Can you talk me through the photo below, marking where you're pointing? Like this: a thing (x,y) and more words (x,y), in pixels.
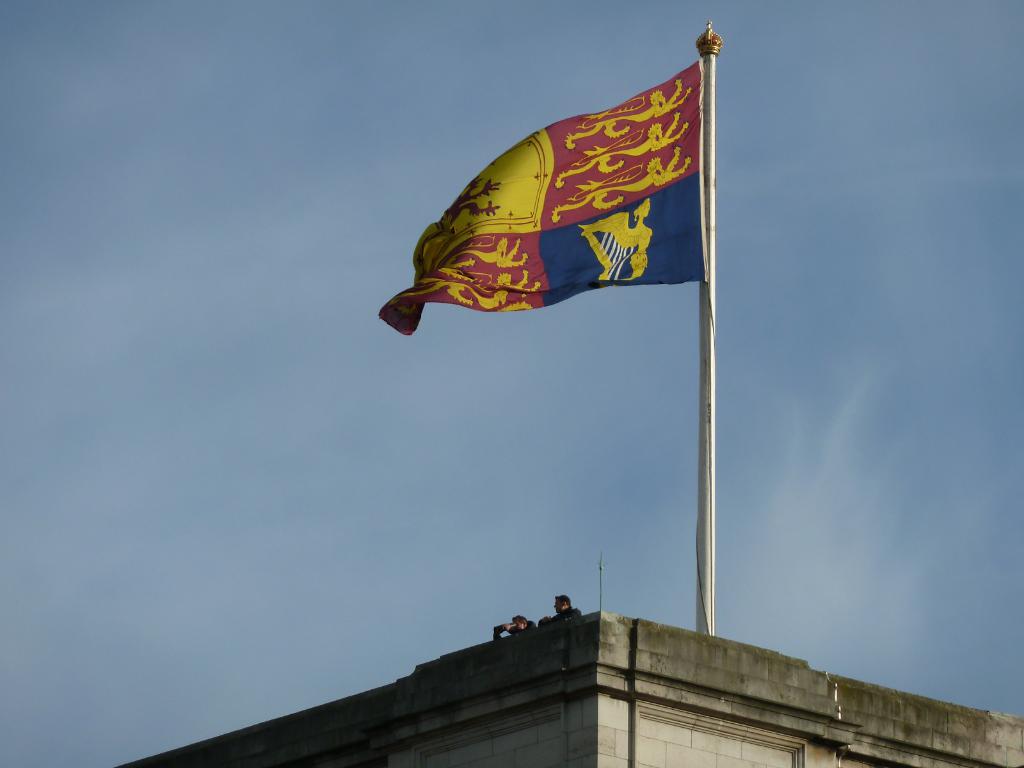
In this image I can see in the middle (630,278) two persons (515,618) are there on this building (583,688) and there is the flag (643,272). At the top (267,228) it is the cloudy sky (267,271).
